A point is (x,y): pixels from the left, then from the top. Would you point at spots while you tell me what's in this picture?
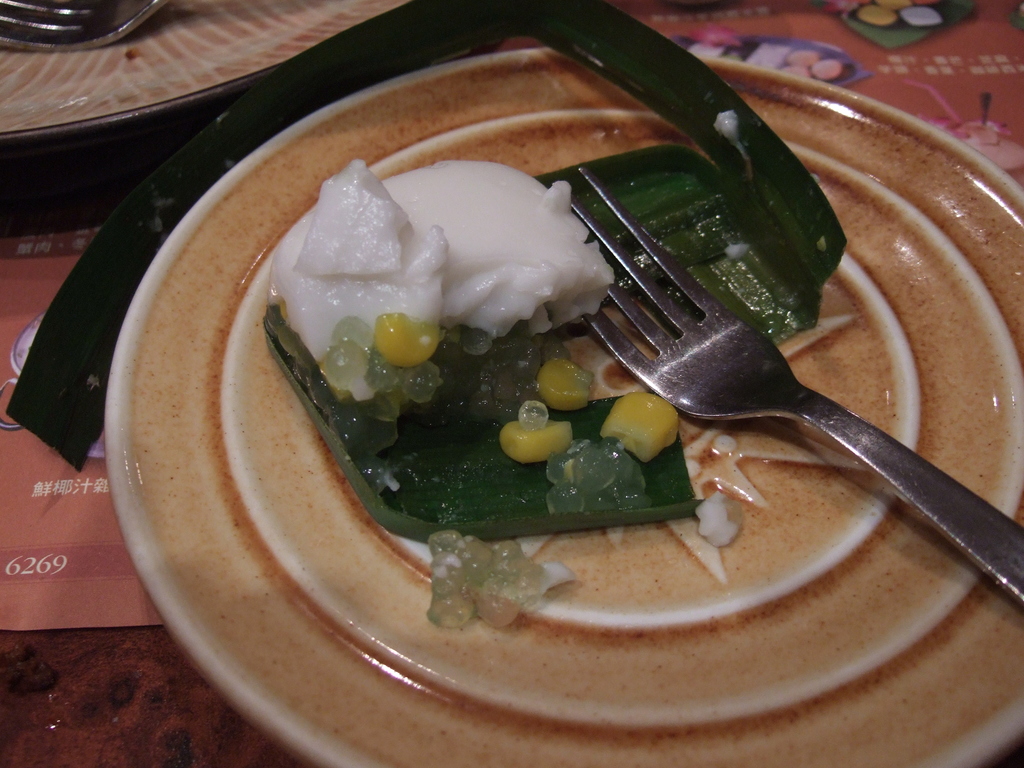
In the picture we can see some food item (362,339) which is in plate (203,376) and there is fork (647,293).
